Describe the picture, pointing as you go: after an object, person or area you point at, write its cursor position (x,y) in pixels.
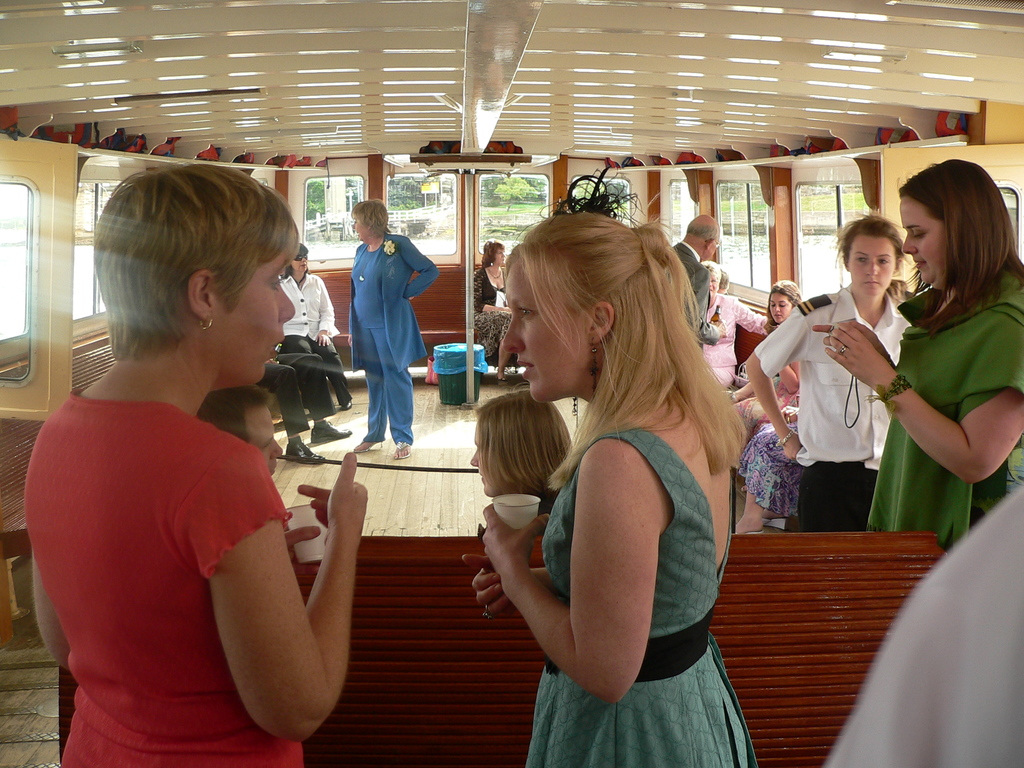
In the image I can see a boat (953,80) in which there are some people (630,314) and also I can see some trees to the other side.
